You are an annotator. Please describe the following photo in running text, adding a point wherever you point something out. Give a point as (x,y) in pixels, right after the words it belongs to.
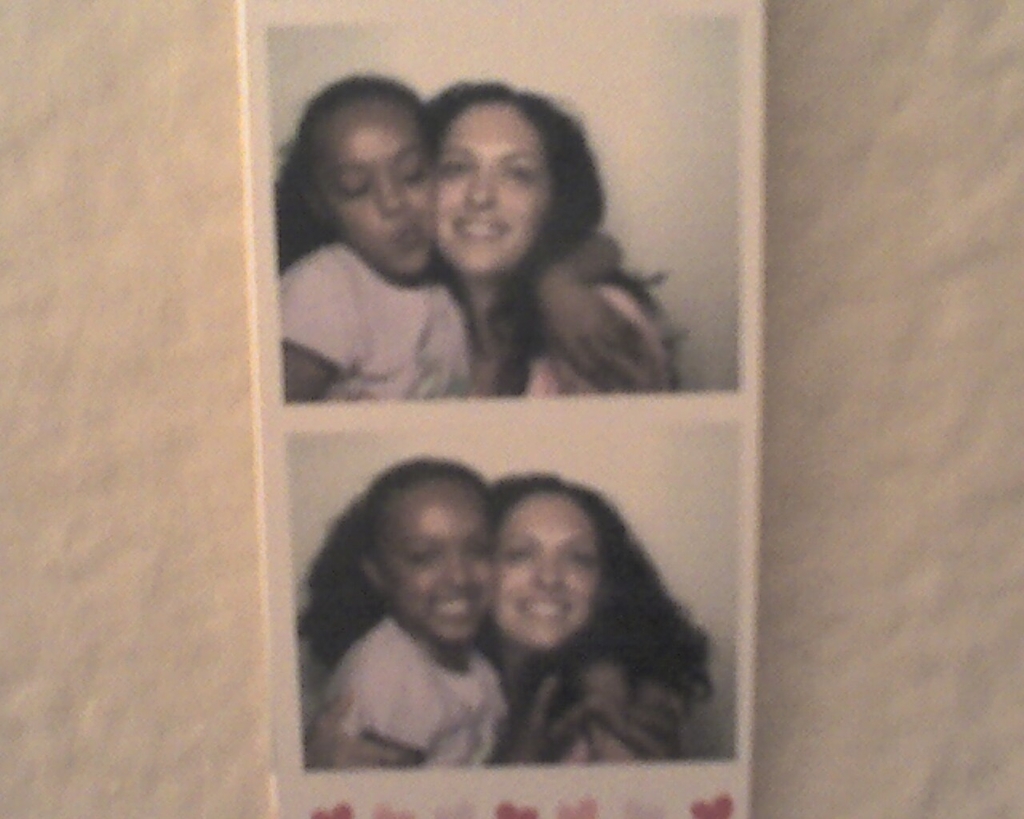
In this picture I can see couple of similar pictures (433,236) on the wall (96,433) and I can see a woman (472,275) and a girl (441,655) in both the pictures (528,665).
